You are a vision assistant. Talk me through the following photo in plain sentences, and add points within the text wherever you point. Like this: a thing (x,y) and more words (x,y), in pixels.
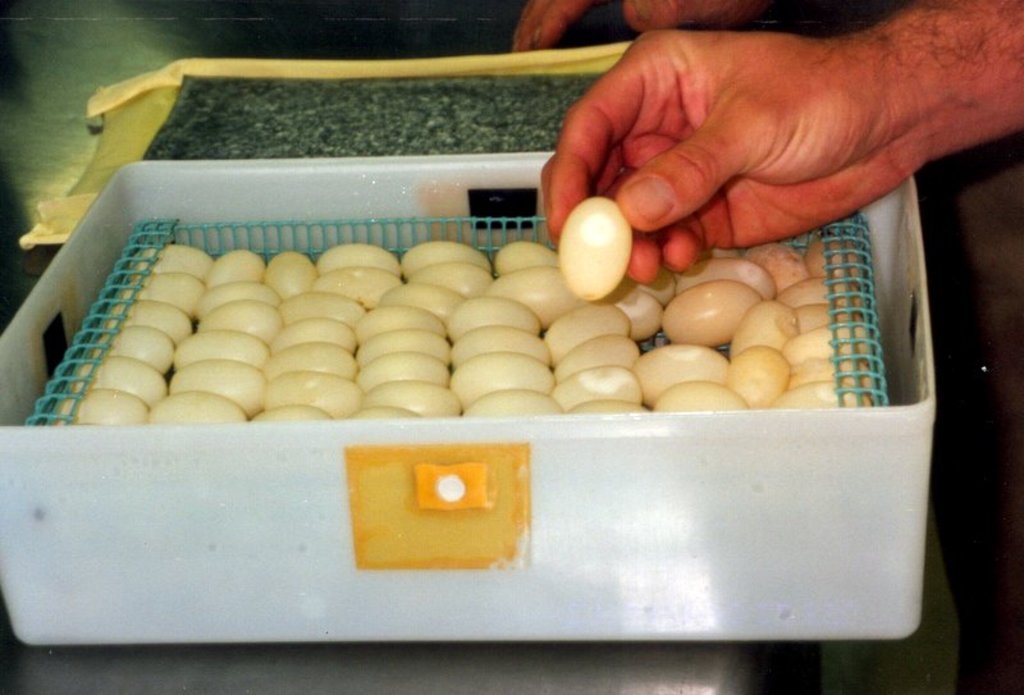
At the bottom of the image (926,590) we can see a table (78,672), on the table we can see a basket (101,273). In the basket (91,250) we can see some eggs (554,273). In the top right corner of the image (975,51) we can see a hand (580,165), in the hand (638,222) we can see an egg (612,280).
